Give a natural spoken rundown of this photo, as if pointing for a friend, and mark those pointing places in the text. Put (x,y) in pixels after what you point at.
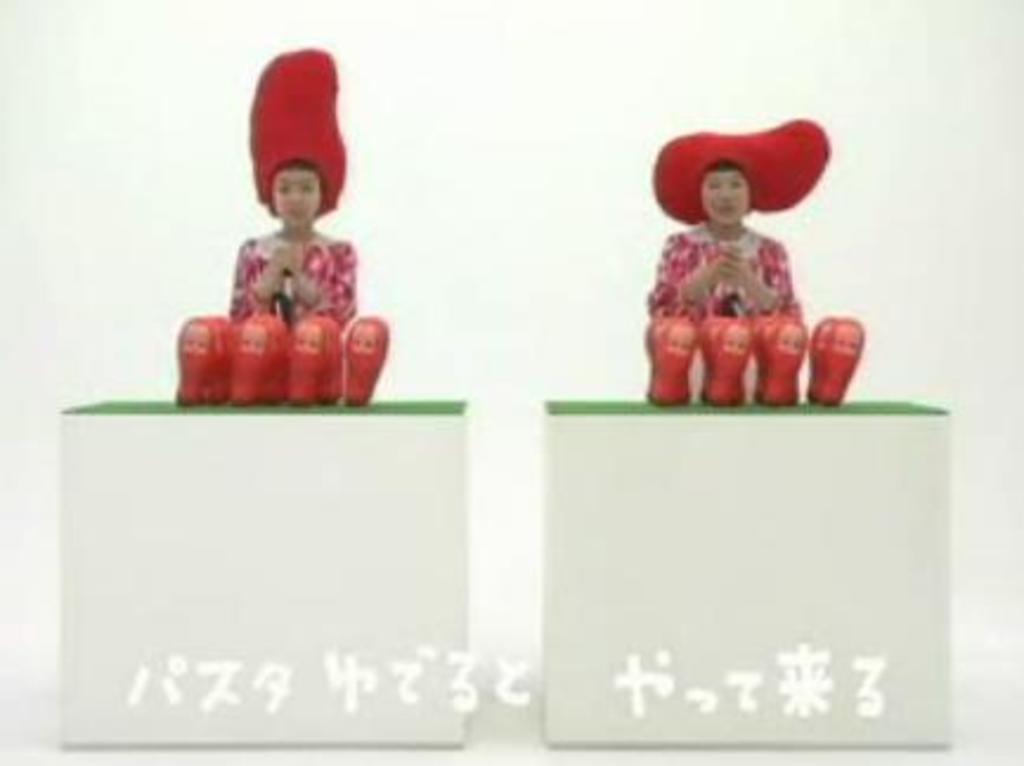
In this image there are persons (251,287) sitting and in front of the persons (291,261) there are toys (799,361) which are red in colour.
